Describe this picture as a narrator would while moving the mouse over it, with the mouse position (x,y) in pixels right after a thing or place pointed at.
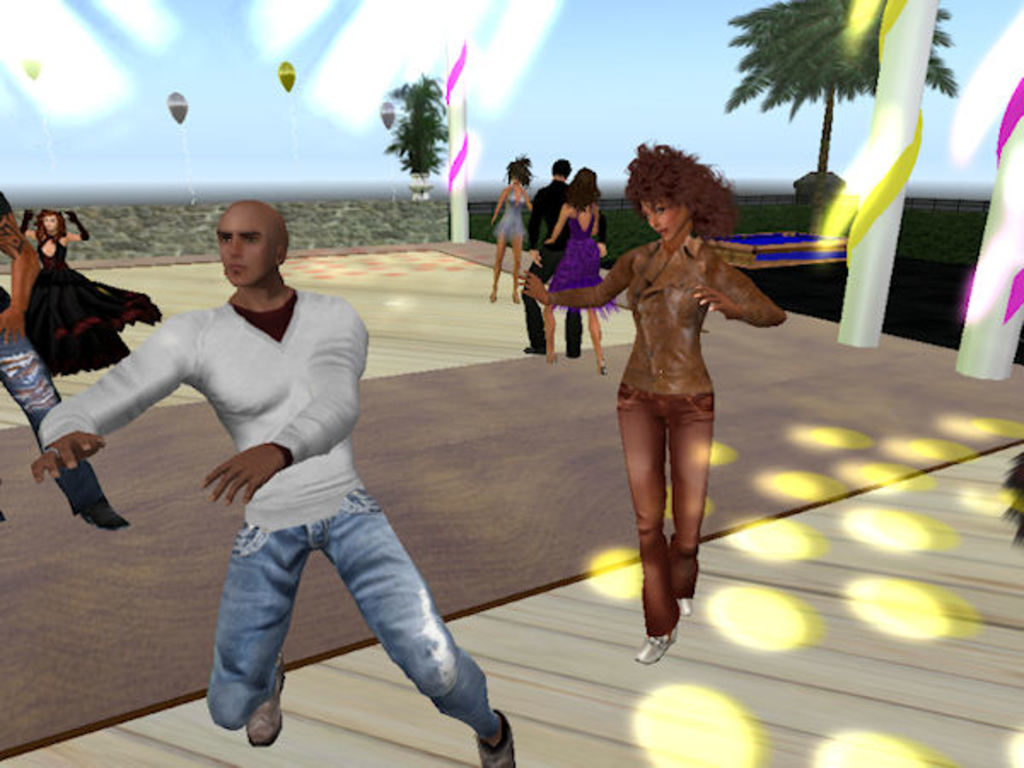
This image is an animation. In this image there are people (238,309). At the bottom (486,557) we can see a carpet (583,535) on the floor (683,651). There are pillars (453,224) and we can see ribbons (457,65). There are trees (823,130). In the background (227,121) there are balloons (180,121) and we can see sky (497,99).
